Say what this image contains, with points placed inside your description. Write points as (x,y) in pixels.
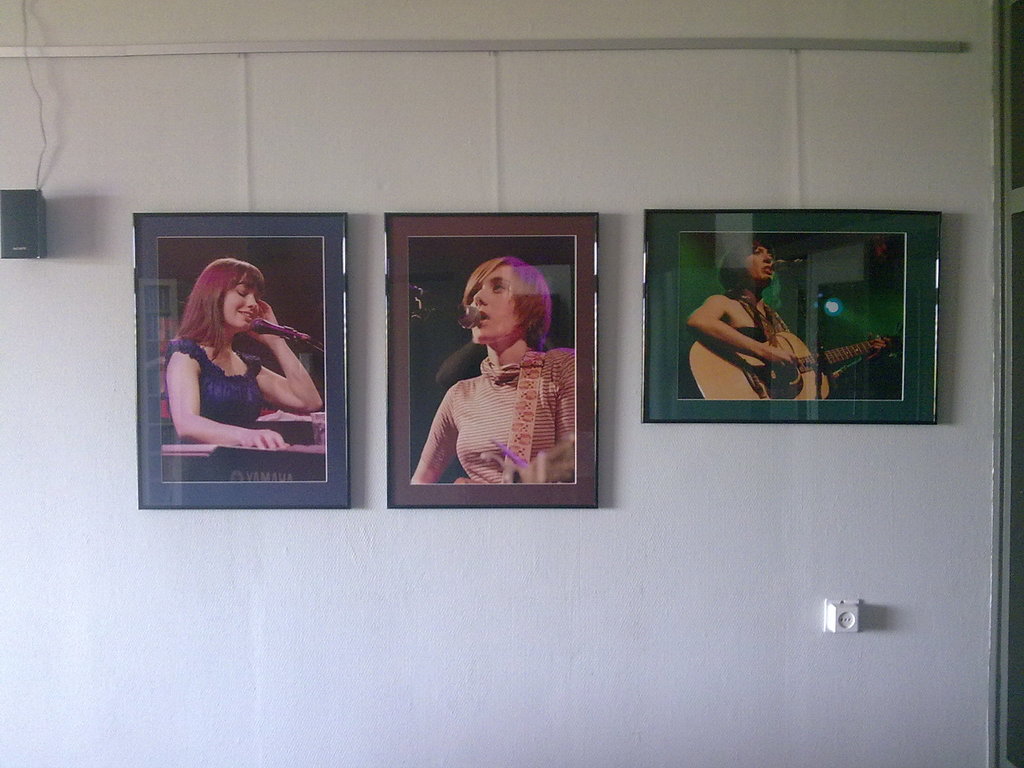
In this picture we can see few frames (235,258) and a speaker (32,205) on the wall (560,208).
